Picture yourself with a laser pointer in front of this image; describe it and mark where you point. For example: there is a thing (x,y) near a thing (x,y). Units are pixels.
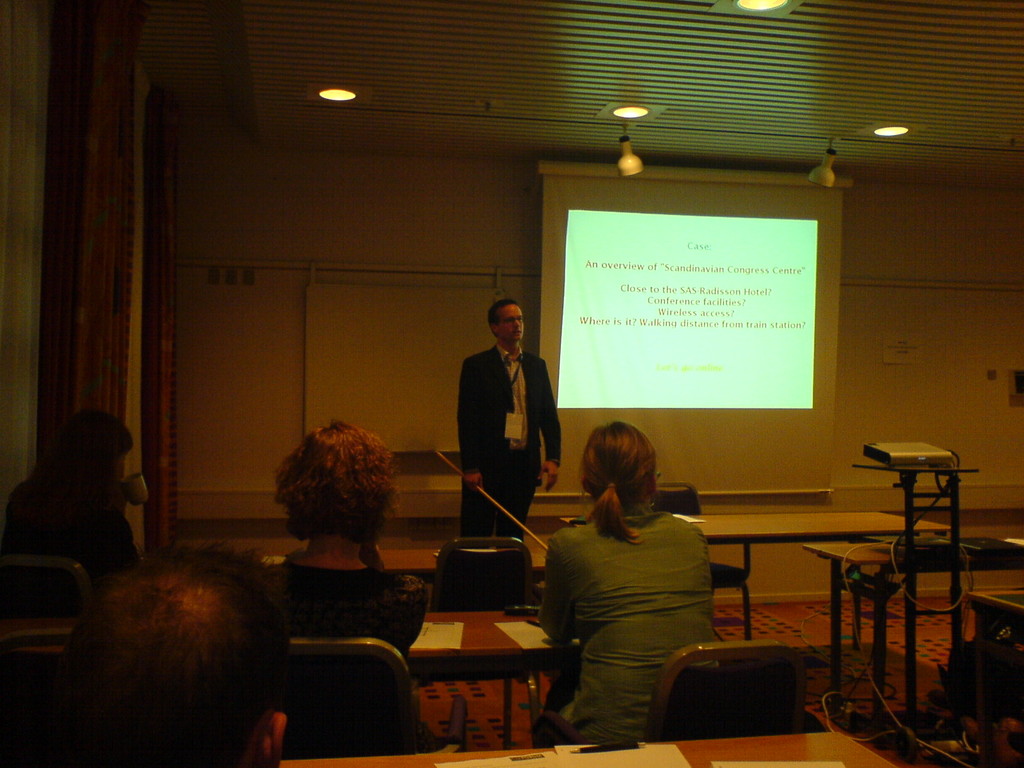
This picture is of inside the conference room (353,358). In the foreground (183,645) we can see a person (218,688), table (804,740) on the top of which a pen (616,742) and some papers (795,765) are placed. On the right corner (950,472) there is a table (912,484) on the top of which a projector (907,445) is placed. In the center (590,463) there are two women (600,574) sitting on the chairs (339,653) and on the left corner (31,482) there is a person (65,526) sitting on the chair (40,566) and there is a man (501,369) wearing suit (501,369) and standing. In the background (471,168) we can see a wall (415,202), a projector screen (690,232) and lights (630,158).
